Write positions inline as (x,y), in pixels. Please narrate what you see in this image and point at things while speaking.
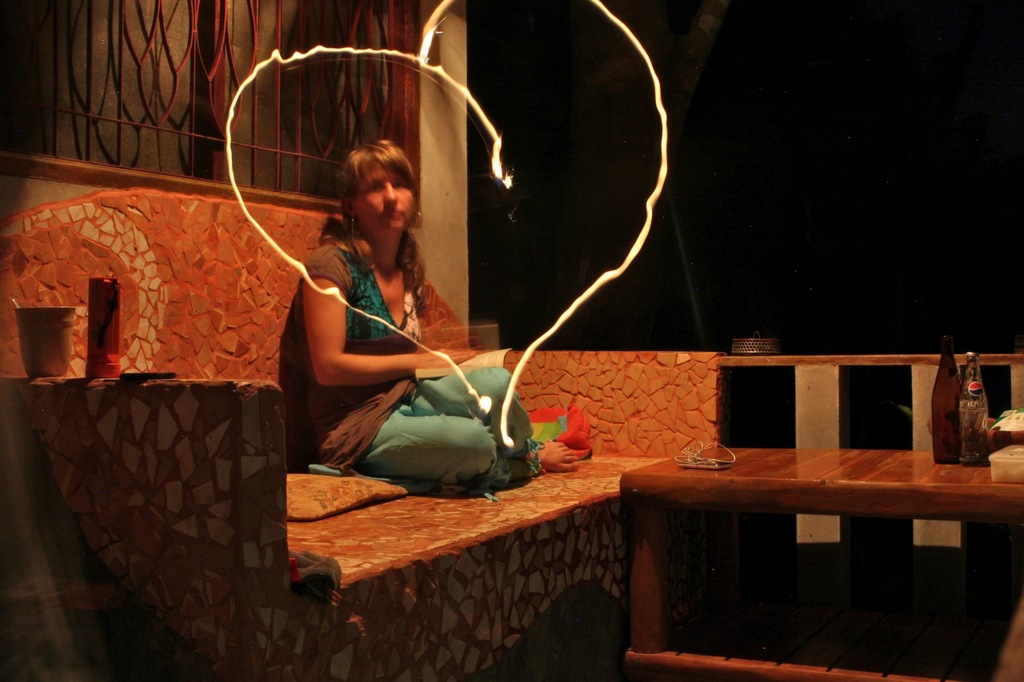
A woman (409,461) is sitting behind her there is a window (214,158). On the right side (850,461) there are bottles (974,448) on a table (917,459).
